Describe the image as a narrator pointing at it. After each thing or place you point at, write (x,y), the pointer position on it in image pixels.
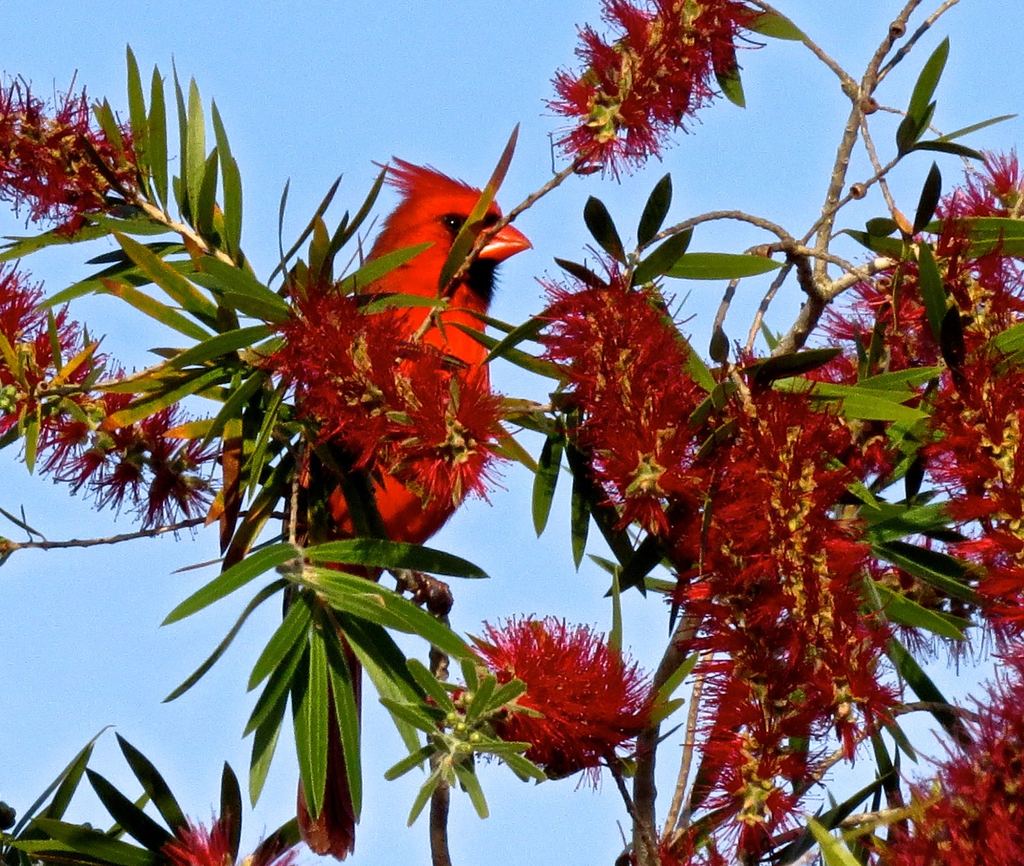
In this image in the center (448,329) there is one bird (446,241) on a tree (375,367) and also there are some flowers (1020,749), and in the background (699,162) there is sky (165,722).
